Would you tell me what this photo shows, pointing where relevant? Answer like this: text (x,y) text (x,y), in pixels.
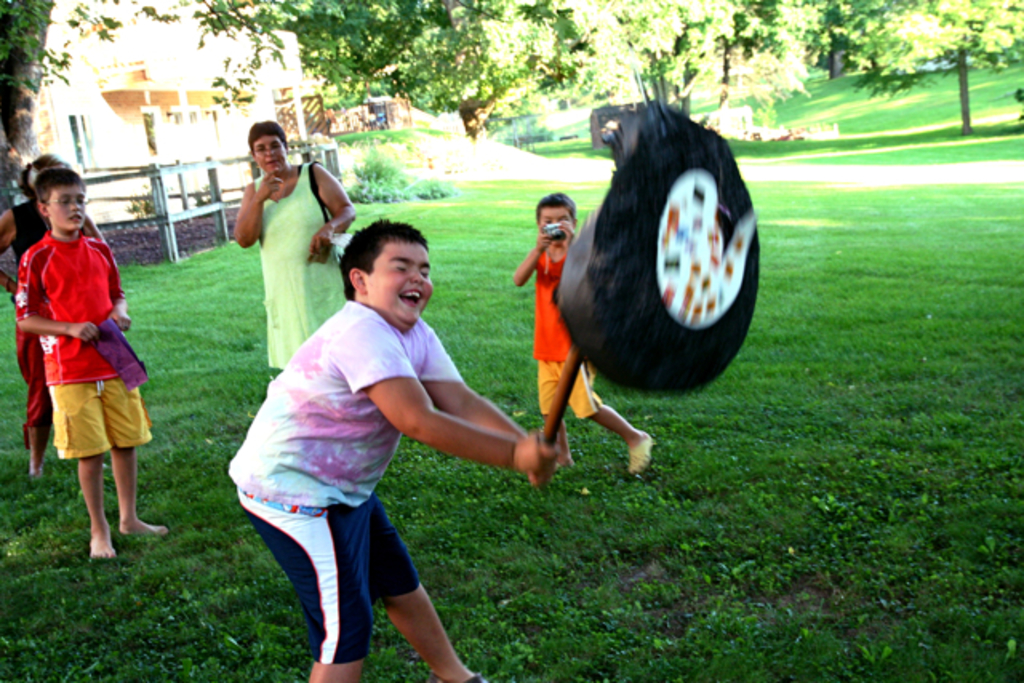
In this image we can see persons (300,247) standing on the ground (389,471) and one of them is beating an object (605,328) with the stick (551,430). In the background (198,181) we can see trees (465,49), buildings (214,75), wooden grills (304,150) and motor vehicle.
